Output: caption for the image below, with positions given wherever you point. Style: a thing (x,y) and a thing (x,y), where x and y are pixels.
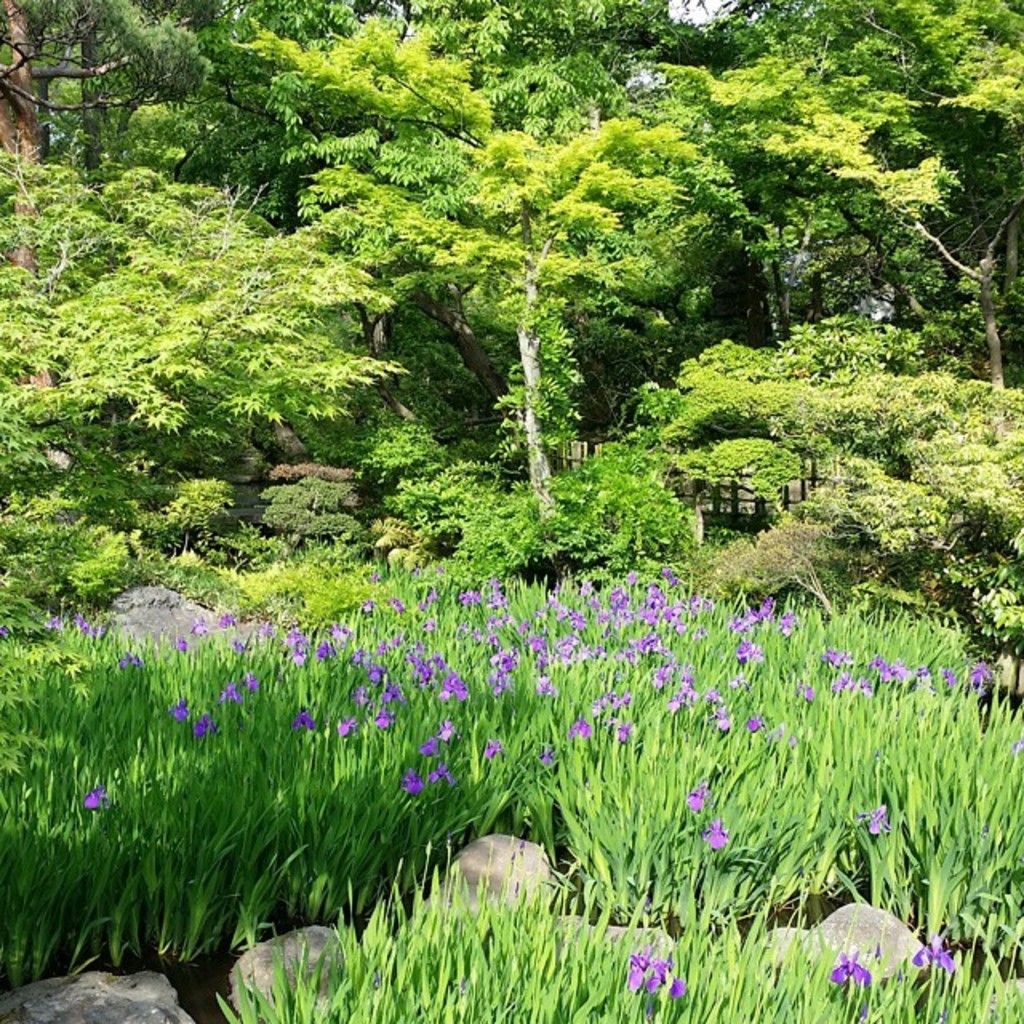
In this image there are flower plants (501,702) at the bottom (529,737). At the top (537,249) there are trees (522,249). There are some stones (490,843) in between the plants (655,878).
